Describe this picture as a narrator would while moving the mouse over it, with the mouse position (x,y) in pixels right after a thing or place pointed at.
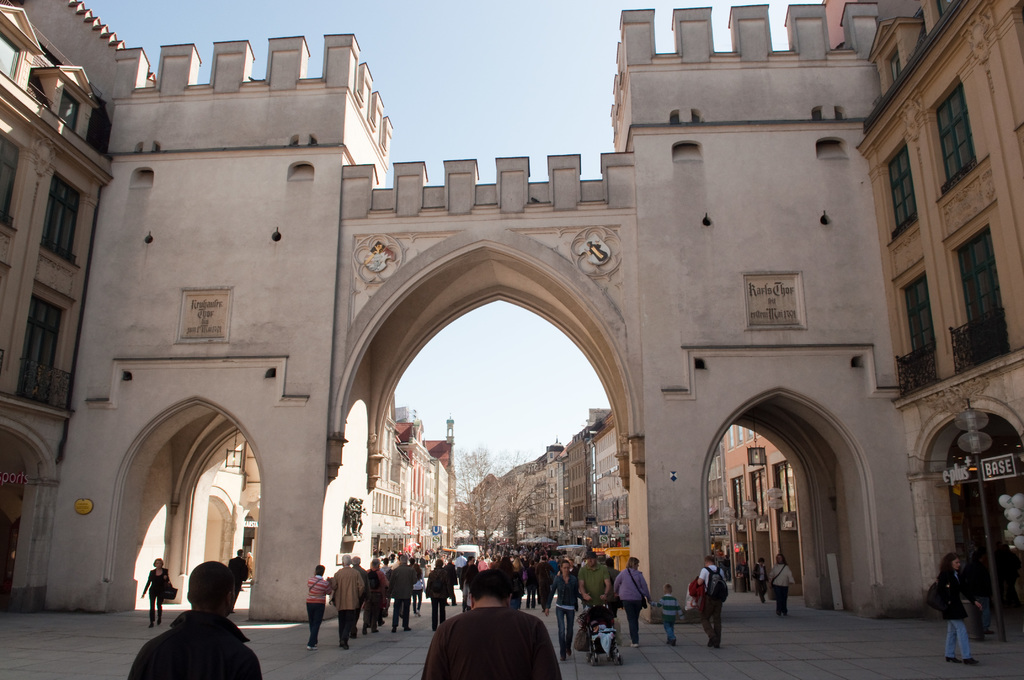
In this image in front (200,628) there are people (194,612) walking on the floor (743,595). In the background of the image (183,531) there are buildings (576,455), trees (518,505), light poles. At the top of the image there is sky (523,361).
